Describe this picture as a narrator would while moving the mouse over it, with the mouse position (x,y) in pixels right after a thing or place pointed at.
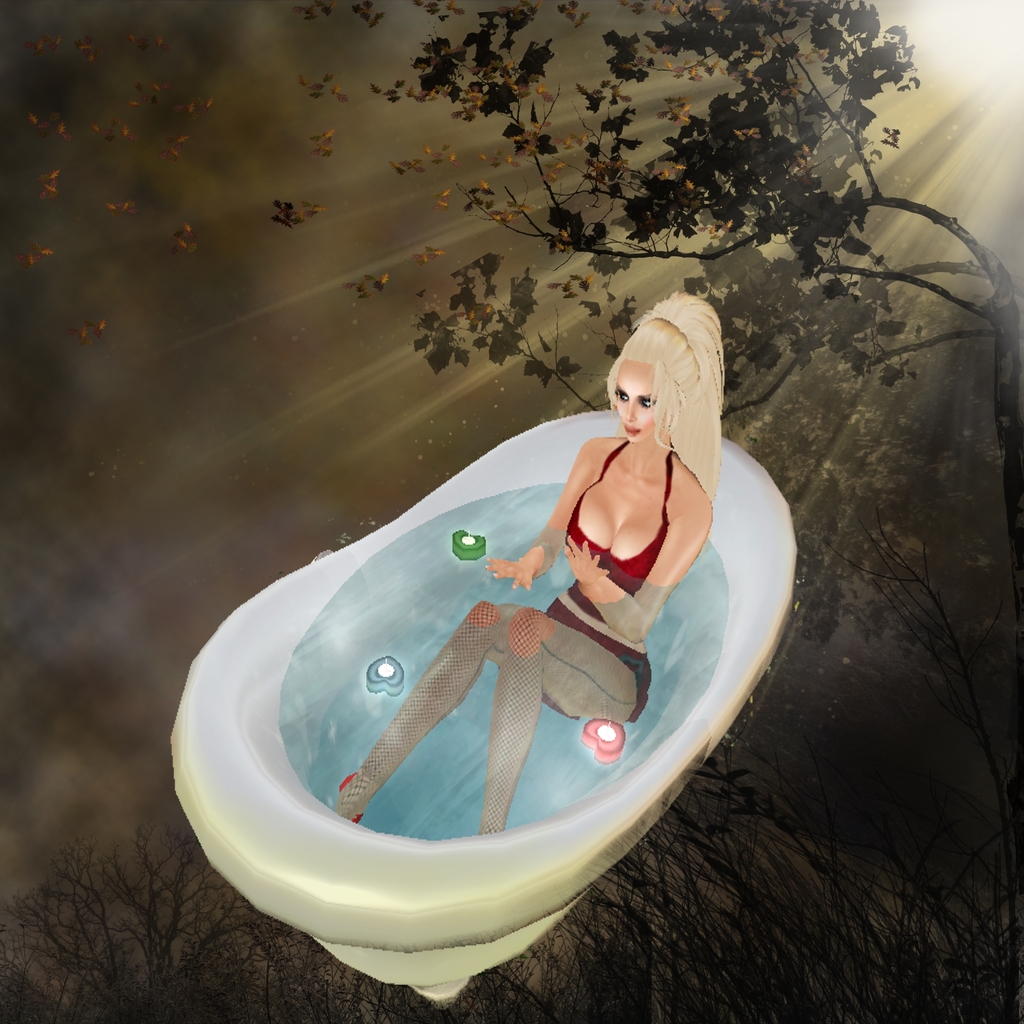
This is an animated image. In this image I can see the person (491,657) sitting in the bathtub (470,714). I can see the green, blue and pink color objects (390,690) in it. In the background (360,312) I can see the trees (619,152), sun (952,81) and the sky (879,119).
